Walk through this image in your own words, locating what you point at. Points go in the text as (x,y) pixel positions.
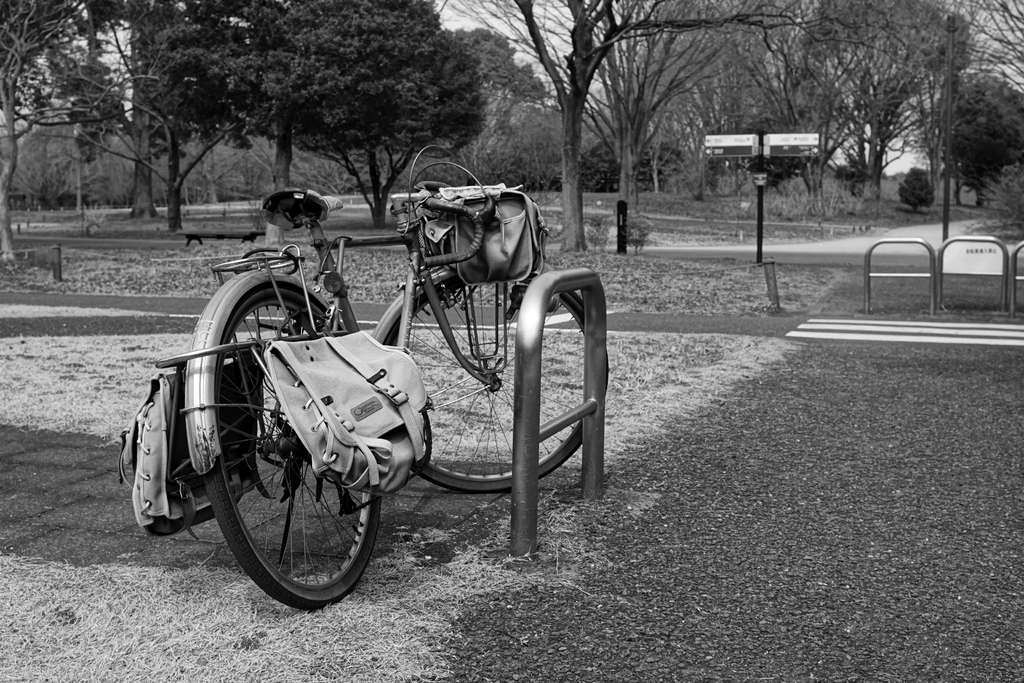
In this picture I can see bicycle (415,265) on the left side (297,461) on the road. I can see the metal grill fence (587,372). I can see trees (438,177) in the background (610,166).
